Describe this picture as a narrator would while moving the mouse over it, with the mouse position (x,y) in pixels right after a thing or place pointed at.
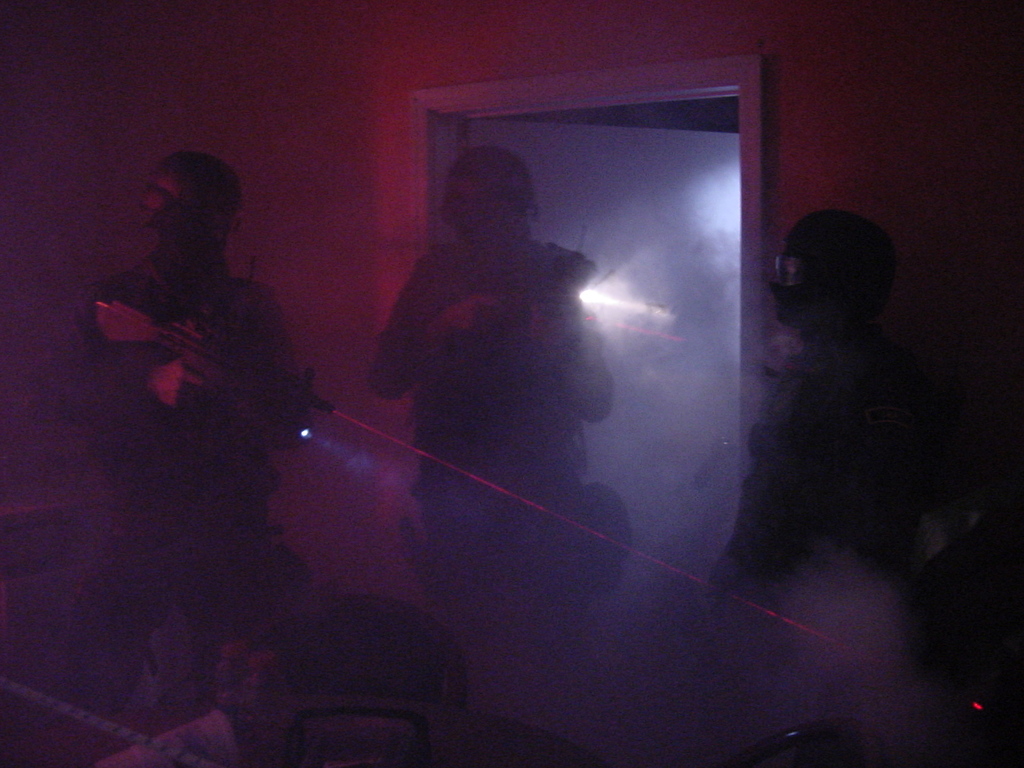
The image is taken in the room (396,686). In the center of the image (517,369) we can see three people (779,499). The man (173,170) standing on the left (136,441) is holding a rifle (220,373). In the background (276,162) there is a wall (496,54) and a door (528,104).
